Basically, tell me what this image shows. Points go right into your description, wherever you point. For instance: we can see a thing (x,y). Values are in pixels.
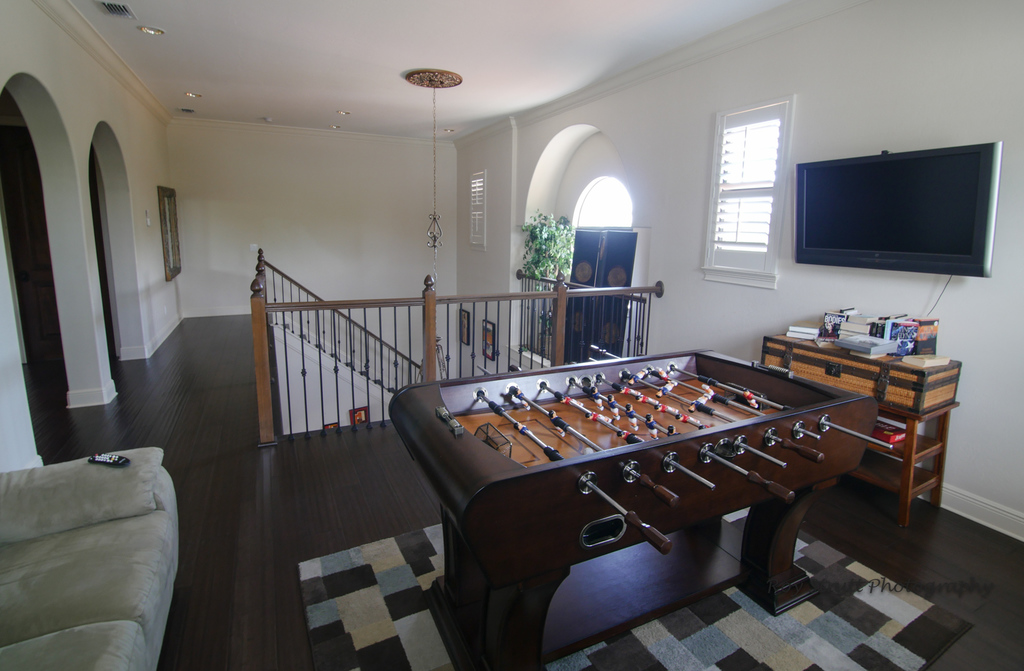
In the middle (621,424) it's a table football (656,499) and on the right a T. V (988,149). This is staircase (396,345). On the left (110,580) it's a sofa (126,579).
